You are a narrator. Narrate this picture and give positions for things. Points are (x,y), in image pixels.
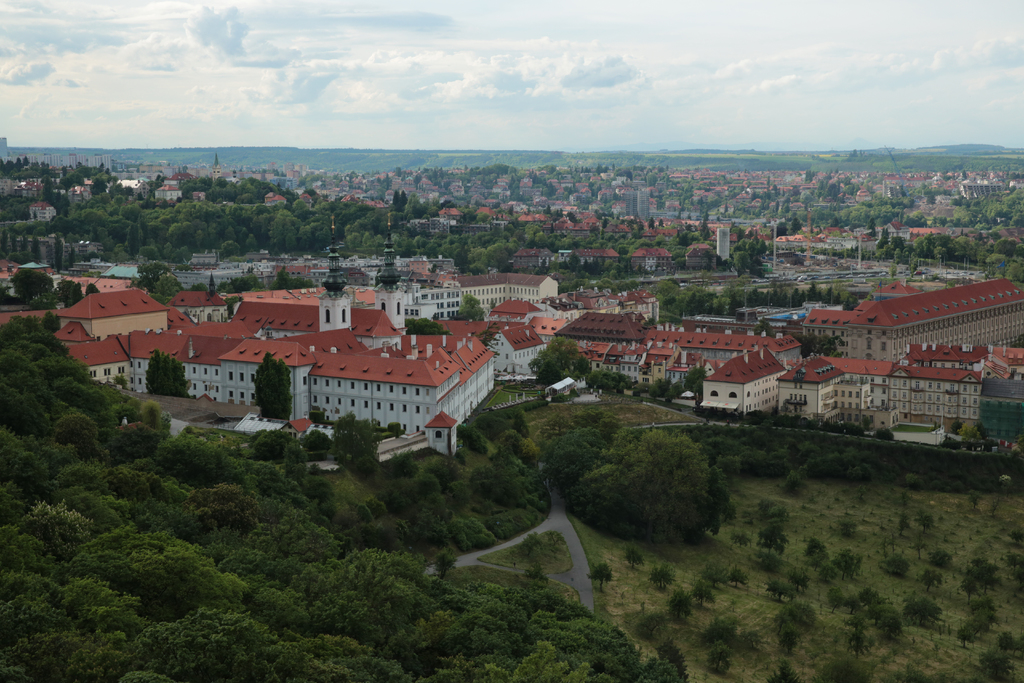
This picture might be taken from outside of the city. In this image, we can see some trees (376,526), plants (970,458), buildings (943,400), houses (1018,384), mountain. At the top (739,25), we can see a sky (718,37).
